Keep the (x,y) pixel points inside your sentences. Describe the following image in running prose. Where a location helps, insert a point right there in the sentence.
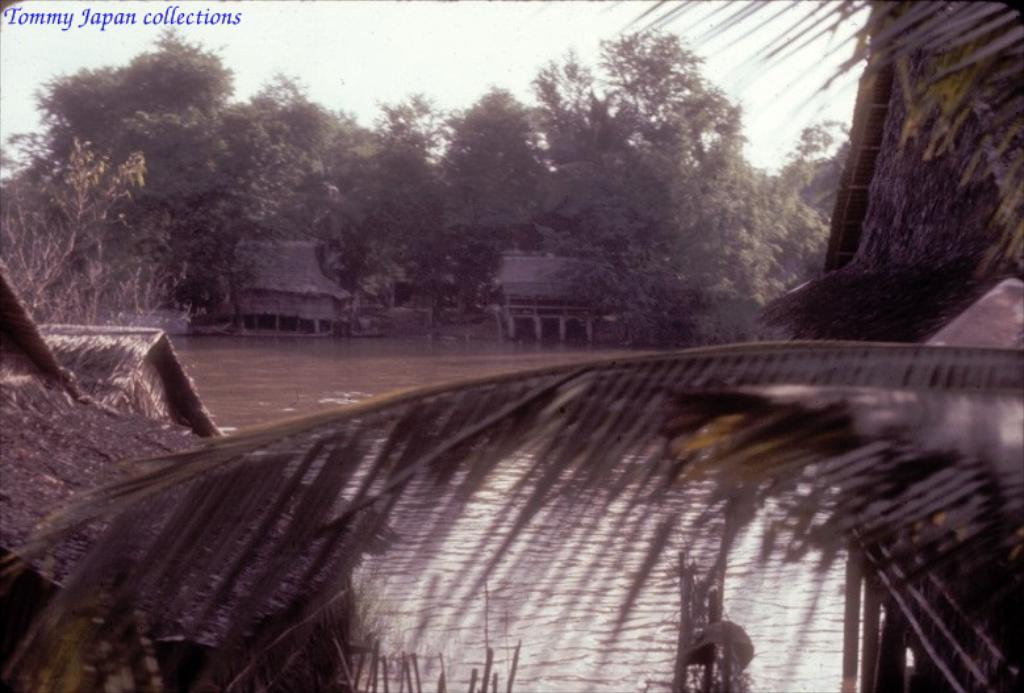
In this image, there are trees (620,325), huts (300,320) and water (429,565). In the background (429,51), I can see the sky (744,62). At the top left corner of the image (193,23), I can see a watermark (213,16).
